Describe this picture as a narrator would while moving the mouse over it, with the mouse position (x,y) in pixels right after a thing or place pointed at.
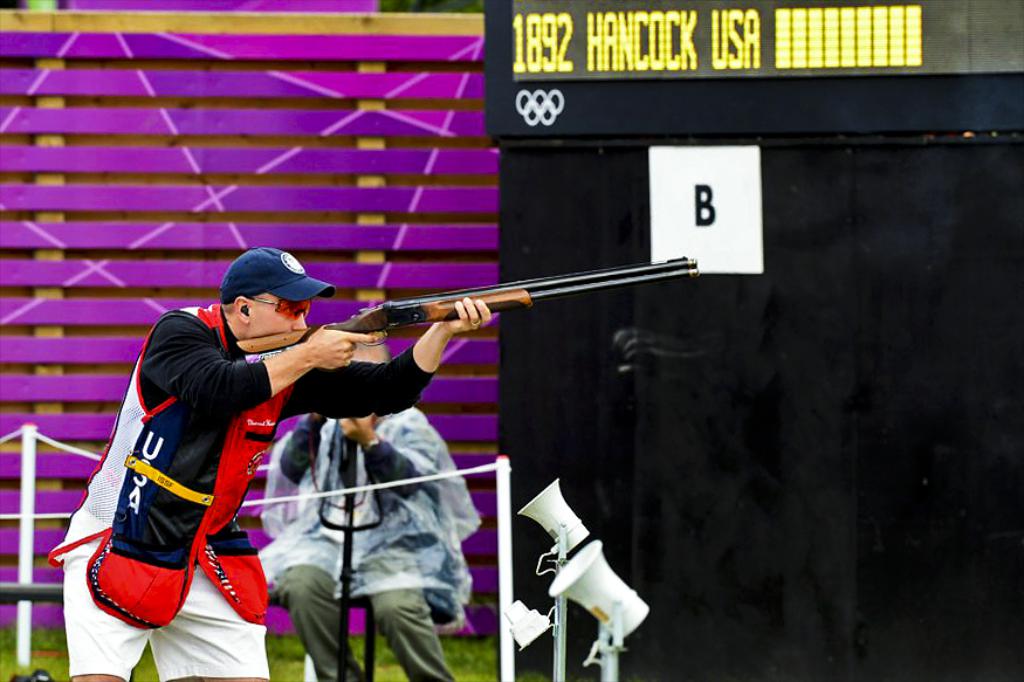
In the picture I can see a man (217,521) wearing black color T-shirt (187,349), glasses (303,303) and a cap (287,274) is holding a gun (549,292) and standing on the left side of the image (164,581). In the background (372,523), I can see as a person (404,523) sitting, I can see some objects (588,569), black color board (697,336) on which I can see the LED board (756,25) which is on the right side of the image (826,359) and on the left side of the image (229,160), I can see the purple color wall (112,187).
